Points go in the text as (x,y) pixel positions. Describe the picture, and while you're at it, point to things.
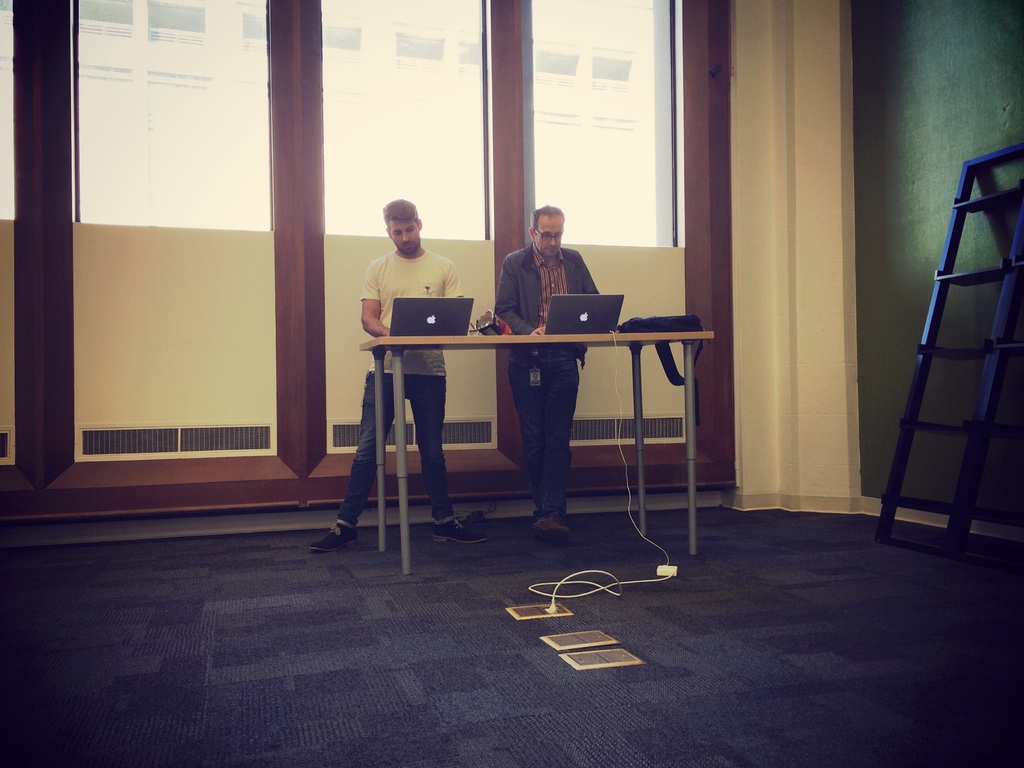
In this picture there are two men (583,345) standing at the table (401,475) and working on the laptop (562,331). On the front (550,573) bottom side there is a flooring mat (564,682) with cables (563,584) and extension box (666,566). In the background (542,200) there is a big glass wall (664,188).
